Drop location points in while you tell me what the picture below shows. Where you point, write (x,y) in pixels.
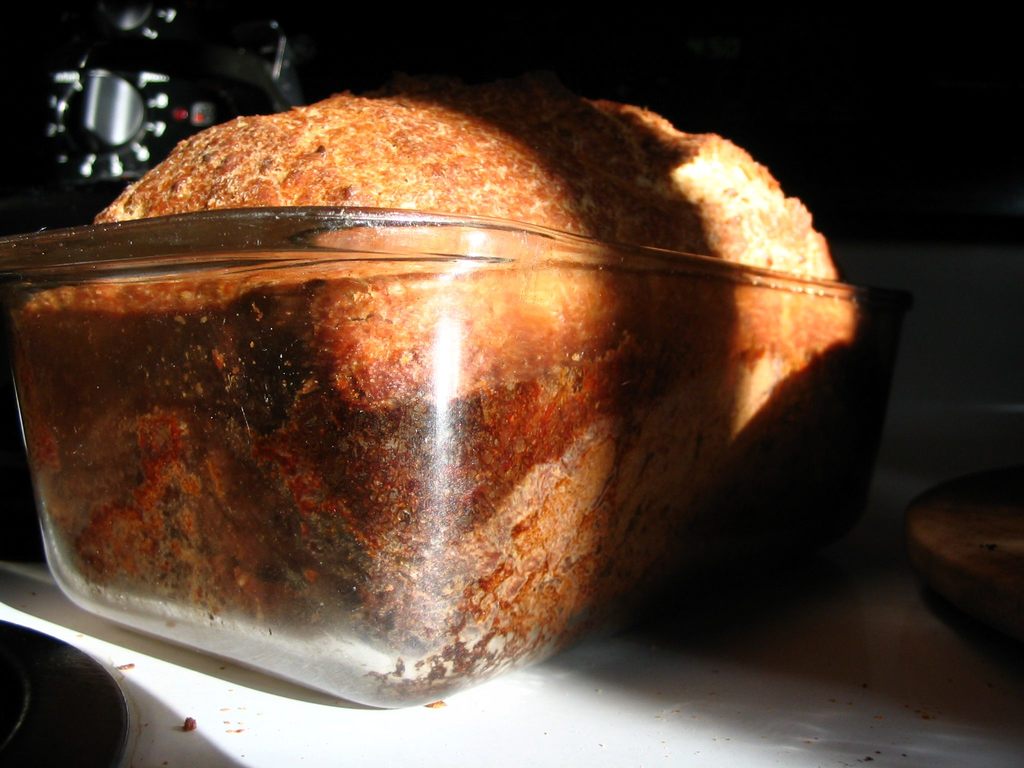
There is a cake (491,131) in a glass bowl (506,384). Which is on the white color table (397,724) on which there are other objects (999,601). And the background (767,118) is dark in color.
